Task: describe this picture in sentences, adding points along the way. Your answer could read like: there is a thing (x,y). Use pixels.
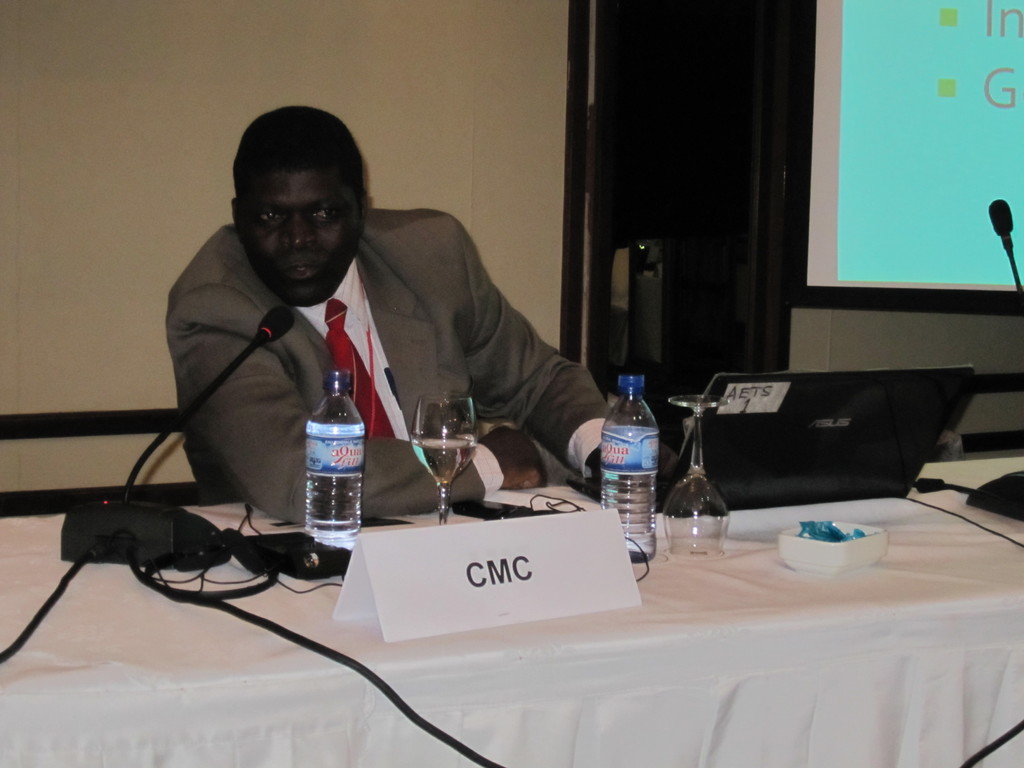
In this picture we can see a person (269,233) sitting on the chair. This is the table (187,626). On the table (185,643) there are bottles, glasses (668,535), and a bowl (877,559). And this is the screen (931,165). And there is a mike (1005,231).
